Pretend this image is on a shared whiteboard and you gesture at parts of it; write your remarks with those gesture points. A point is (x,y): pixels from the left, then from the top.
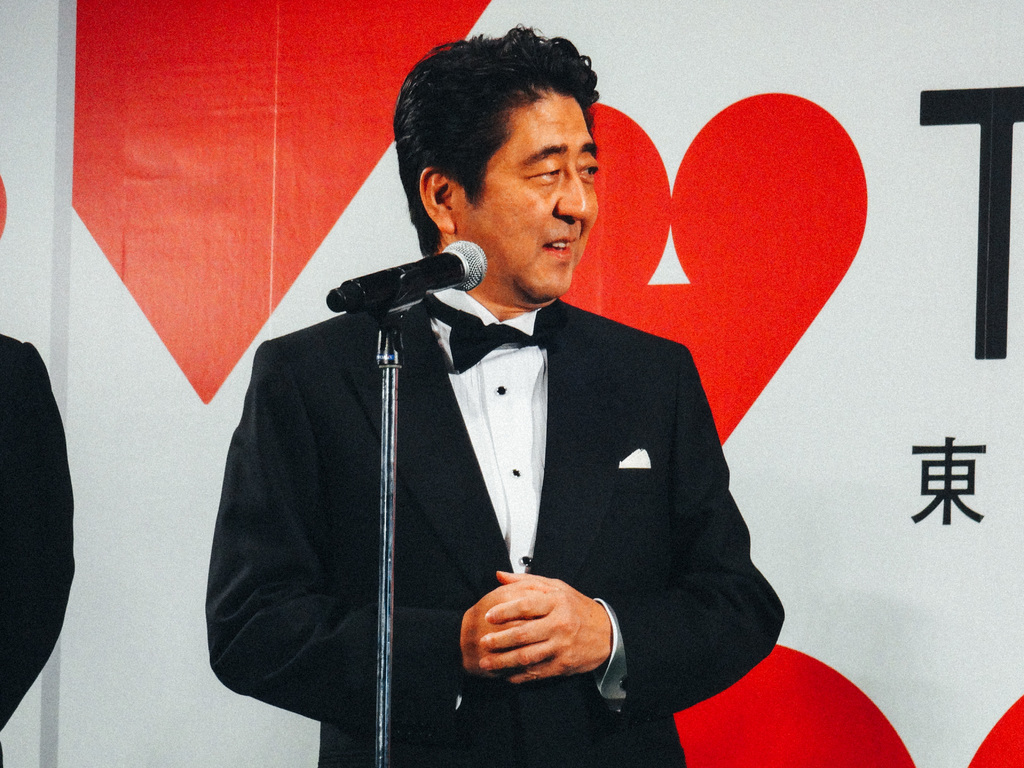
In this image I can see a person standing in the center of the image (367,390) in front of the mike (345,304) facing towards the right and I can see another person's hand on the left side of the image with a white, red and black color background (901,351) with some text (979,450).
